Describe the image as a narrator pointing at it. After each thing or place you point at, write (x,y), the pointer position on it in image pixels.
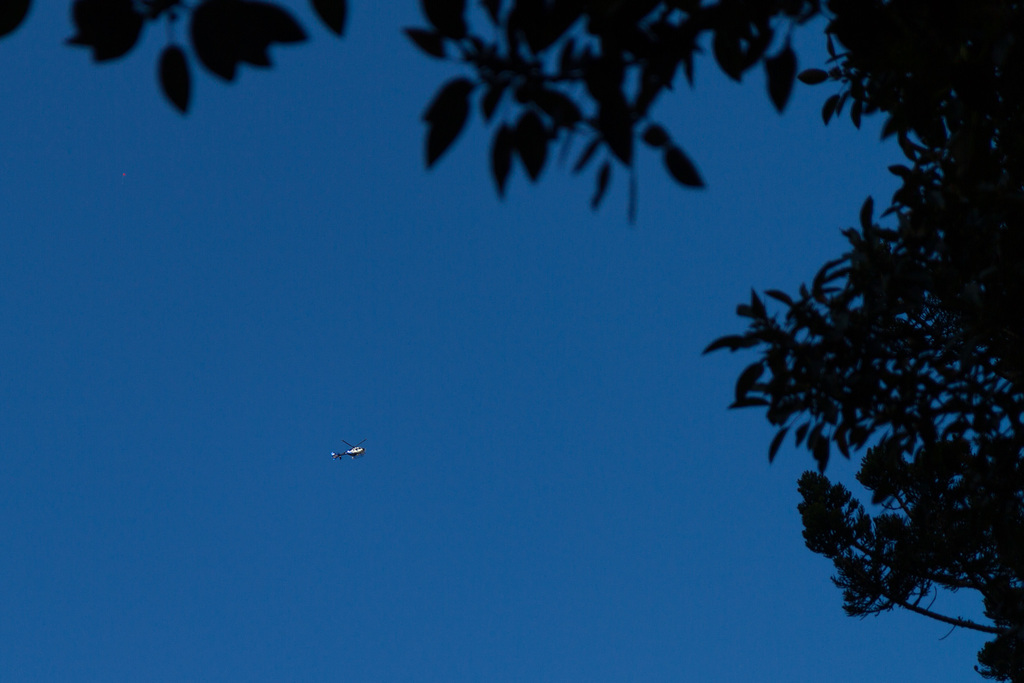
In the helicopter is flying in the sky (493,432), these are the trees (856,374) in this image.
